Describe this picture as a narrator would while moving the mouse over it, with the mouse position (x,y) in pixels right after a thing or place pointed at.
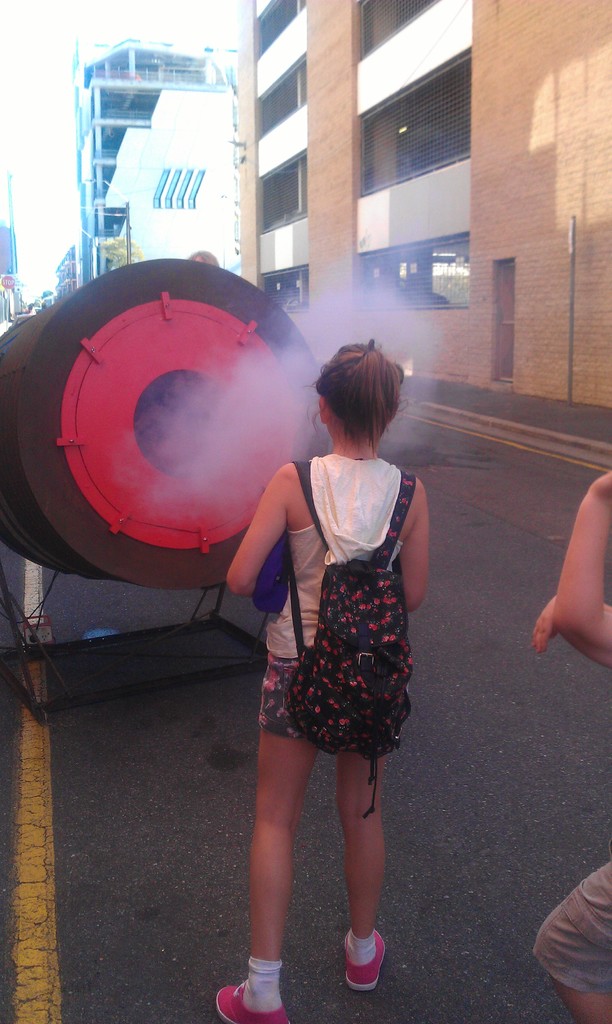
In this image, we can see a girl (346,801) standing and she is carrying a bag (347,656), there is a black and red color object (99,425), at the right side (463,145) we can see some buildings (186,181).
